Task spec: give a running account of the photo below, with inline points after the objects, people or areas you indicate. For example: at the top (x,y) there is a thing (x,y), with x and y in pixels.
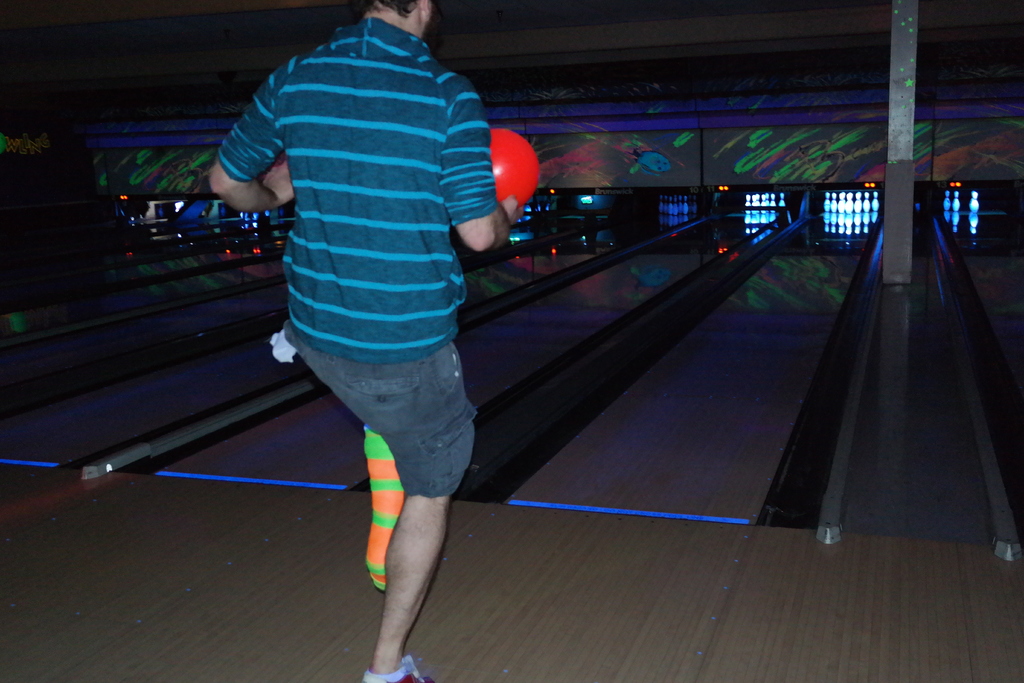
In this image, we can see a person (373,184) wearing clothes (361,234) and playing ten pin bowling.
